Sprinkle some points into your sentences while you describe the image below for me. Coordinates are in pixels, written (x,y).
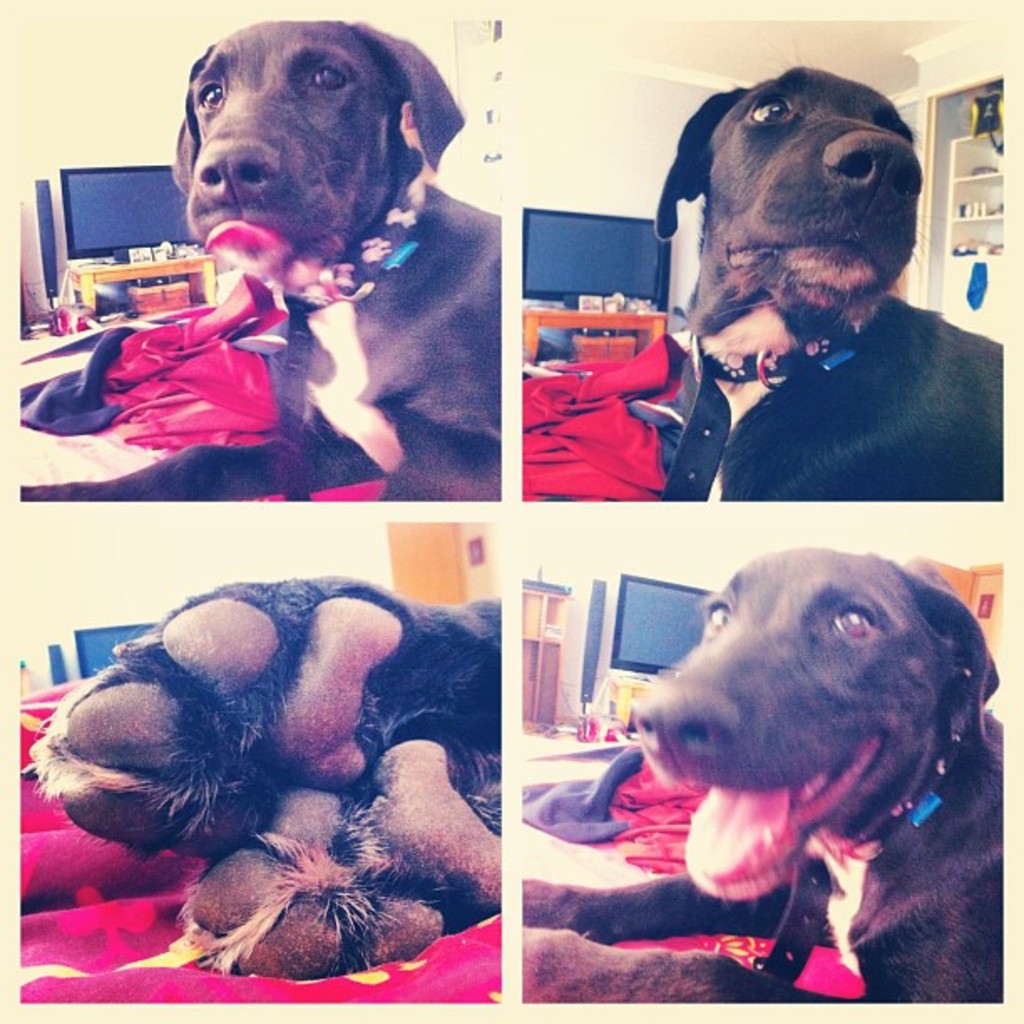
This is a collage of four pictures where we can see dog (495,704) sitting on the bed (41,899), at the back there is a computer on the table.
